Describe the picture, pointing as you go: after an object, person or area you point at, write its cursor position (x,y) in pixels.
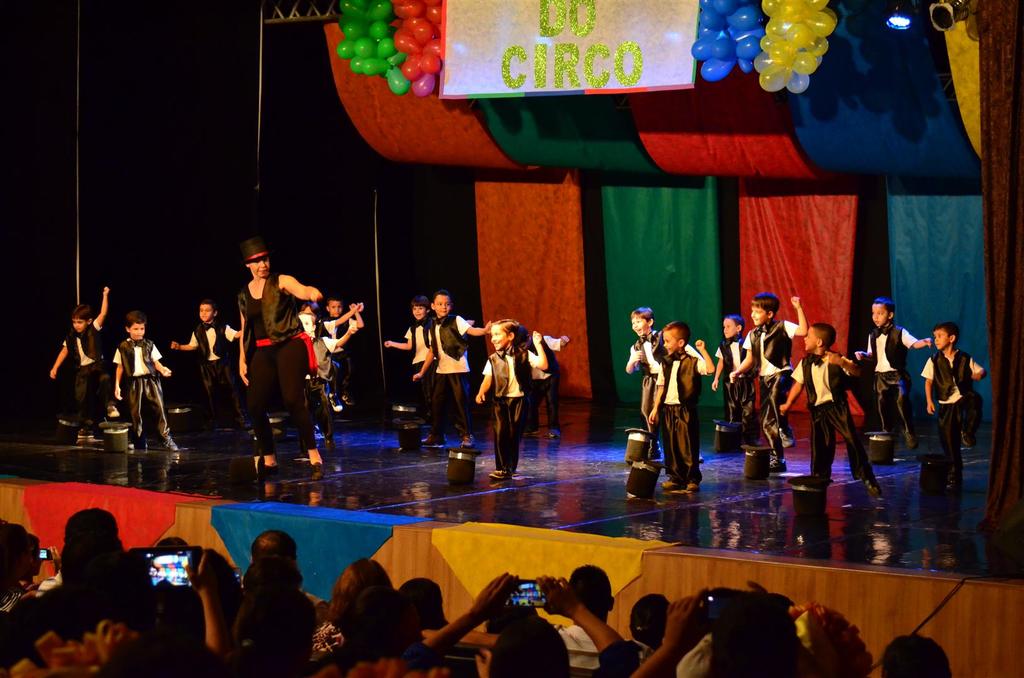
At the bottom of the image (345,586) there are few people (127,606) holding the mobiles (198,548) in the hands (557,598). In front of them there is a stage (899,573) and on the stage (985,578) there are few colorful clothes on it. On the stage (1001,584) there are many kids (232,333) and beside them there are hats (632,481). And also there is a person (289,280) on the stage (606,485). Behind them there are colorful curtains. At the top of the image (496,19) there is a board (535,81) with something written on it. And also there are many balloons (373,34).
